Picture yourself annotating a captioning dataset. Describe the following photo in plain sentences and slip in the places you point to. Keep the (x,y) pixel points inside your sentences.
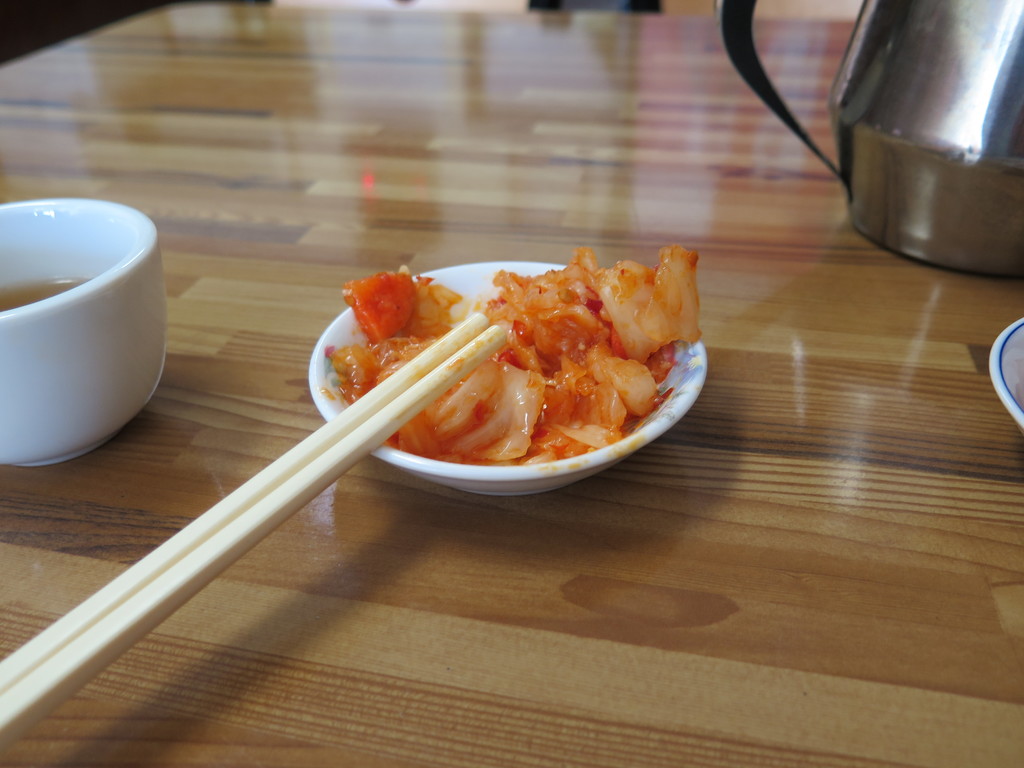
In this picture we have a bowl (407,454) of food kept on the table (788,300).
